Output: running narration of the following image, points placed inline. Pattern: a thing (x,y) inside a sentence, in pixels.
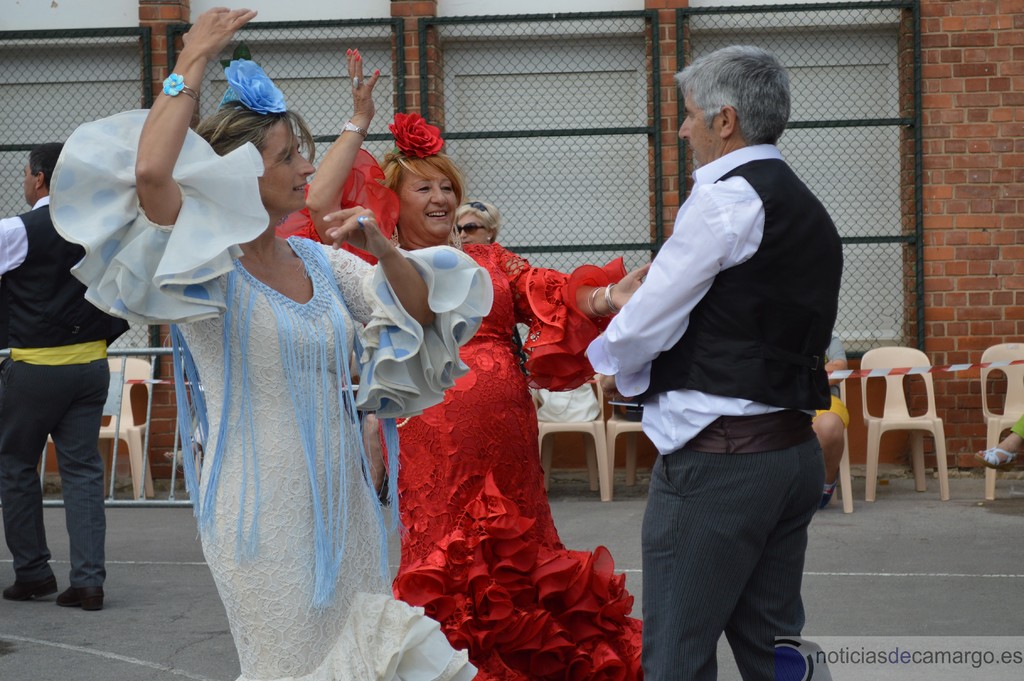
In this image we can see persons (288,561) standing on the floor (198,564) and some of them are wearing costumes (404,404). In the background (173,395) we can see chairs (929,416), traffic ribbon (138,380), iron mesh (891,106) attached to the wall (970,260) and persons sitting on the chairs (885,407).
